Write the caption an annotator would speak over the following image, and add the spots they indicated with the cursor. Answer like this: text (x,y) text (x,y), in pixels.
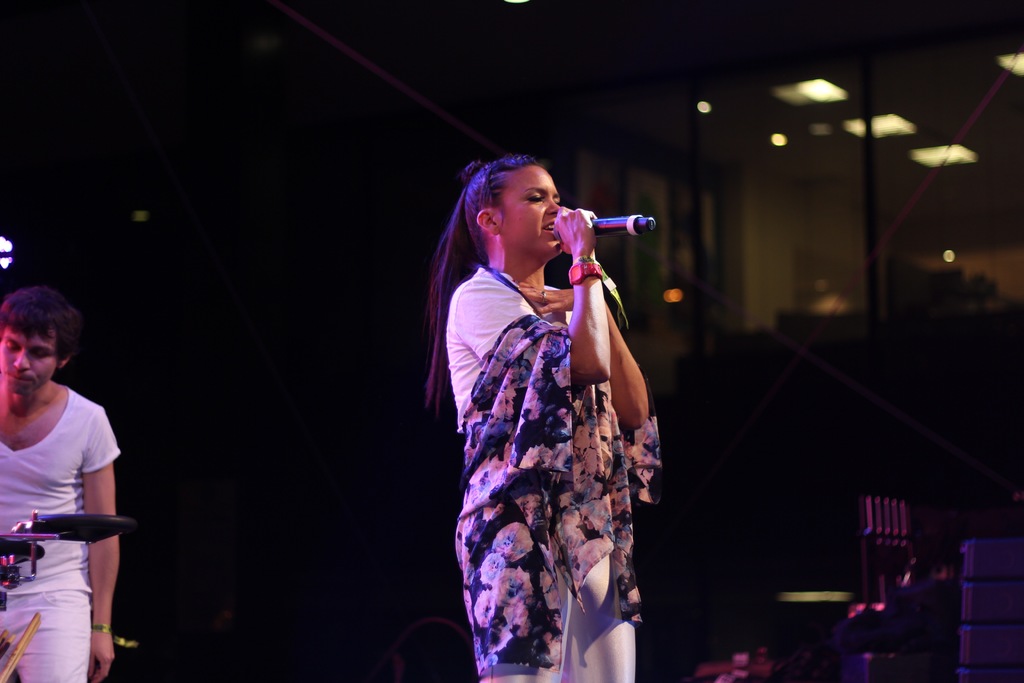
In this image there is a woman (545,395) holding a mike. She is standing. Left side (57,616) a person (84,513) is standing. Right side (1011,599) there are objects (919,662). Right top there are lights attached to the roof (946,176). Background (829,252) there is a wall (608,257).
